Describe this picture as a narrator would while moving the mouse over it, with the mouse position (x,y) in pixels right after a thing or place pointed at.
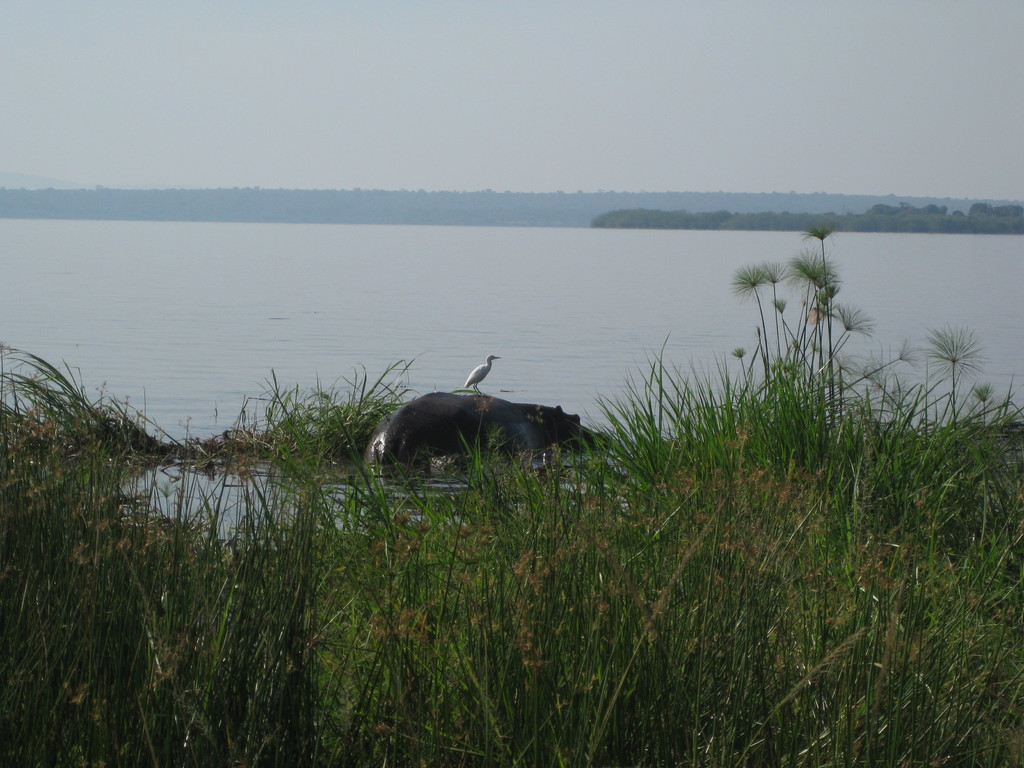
In the image we can see an animal (471,415), black in color. On the animal (469,413) there is a bird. Here we can see grass (595,572), water (540,332), hill (629,208) and the sky (469,64).
